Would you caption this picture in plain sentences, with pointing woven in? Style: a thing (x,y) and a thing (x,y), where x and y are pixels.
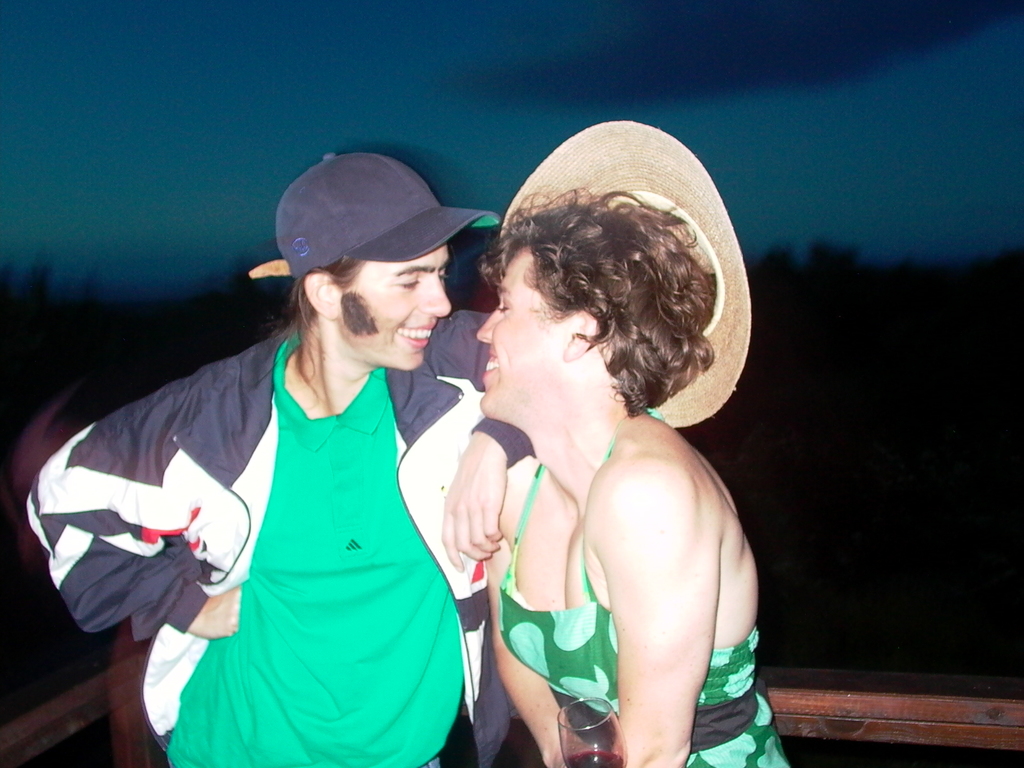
In this image I can see in the middle (661,264) a girl (641,244) is smiling, she is wearing a green color dress (584,667) and a hat (705,253). Beside her there is another person (349,594) smiling and also wearing the cap (367,259). At the top (391,106) it looks like the sky (393,117).
